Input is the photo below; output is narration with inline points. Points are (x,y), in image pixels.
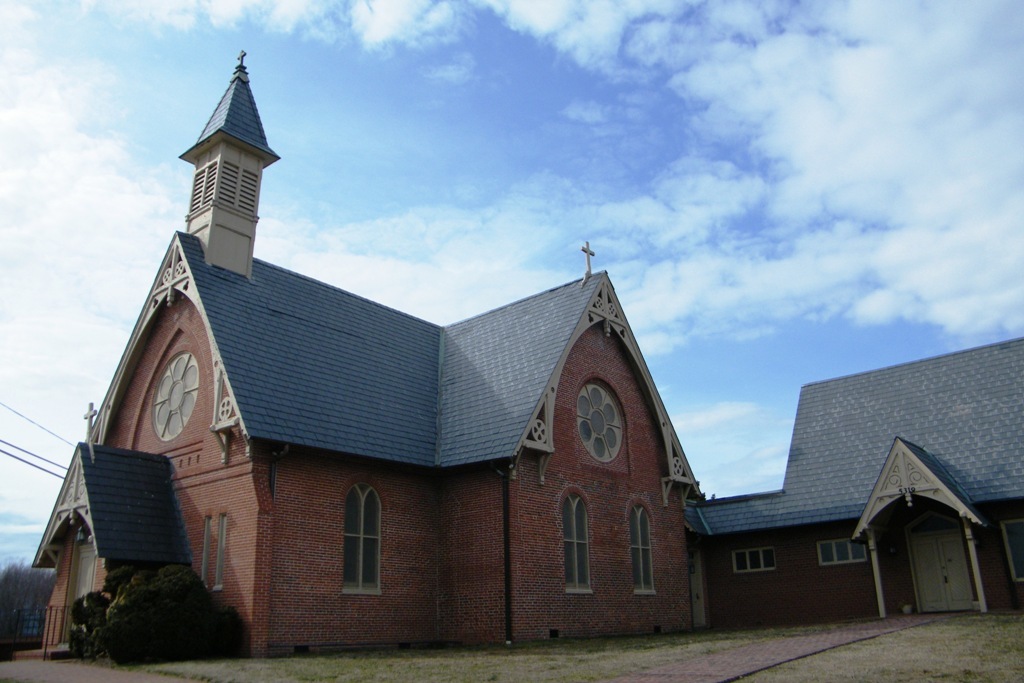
In this image we can see a church (322,647), plants (158,594), wires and the sky (611,117) with clouds (959,181) in the background (606,261).
